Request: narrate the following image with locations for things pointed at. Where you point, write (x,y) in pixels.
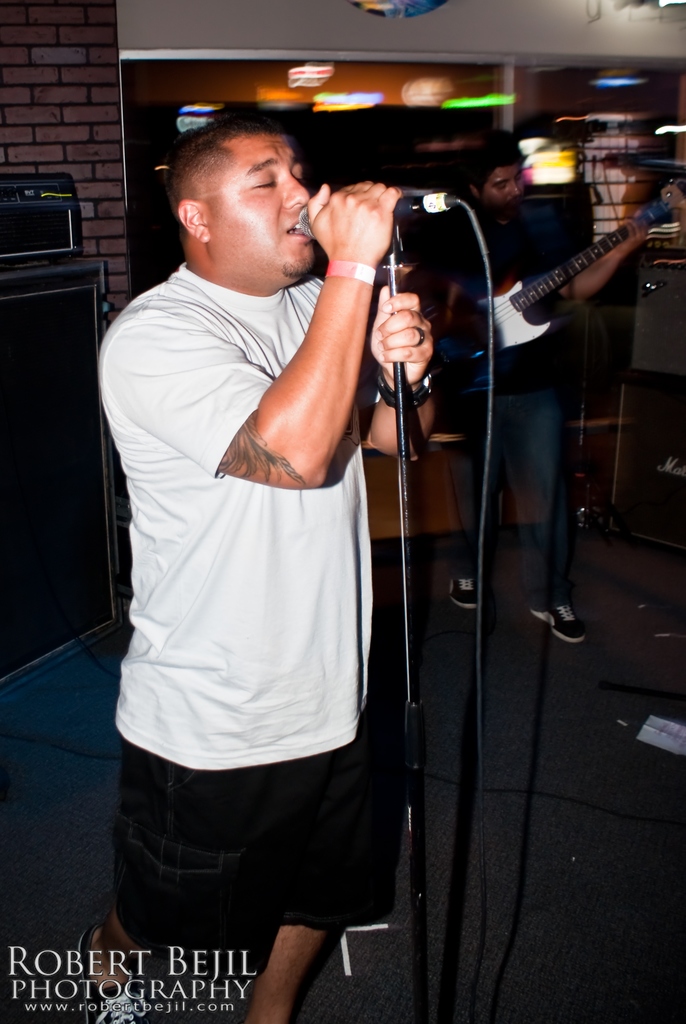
In this image two persons (155,557) are standing. One person (314,793) is wearing a white shirt (152,317) is holding a mike stand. Another person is holding a guitar (453,370) is wearing shoes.
